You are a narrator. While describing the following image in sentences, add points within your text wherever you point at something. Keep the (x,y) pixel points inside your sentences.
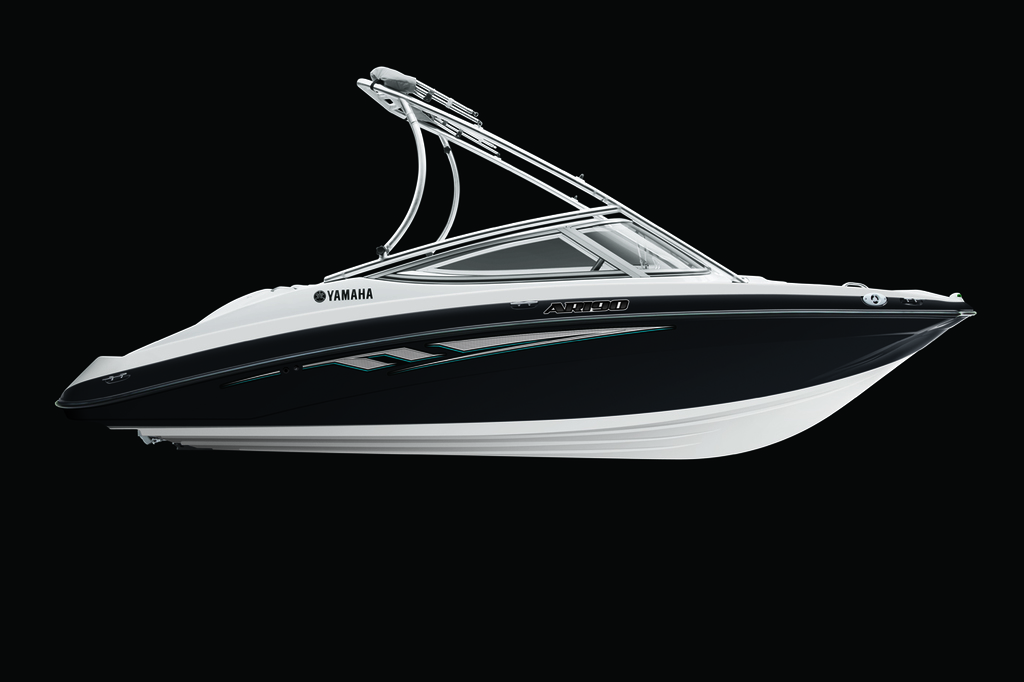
In this image I can see a boat (81,405). The background (106,115) is black in color. This image is taken may be during night.
